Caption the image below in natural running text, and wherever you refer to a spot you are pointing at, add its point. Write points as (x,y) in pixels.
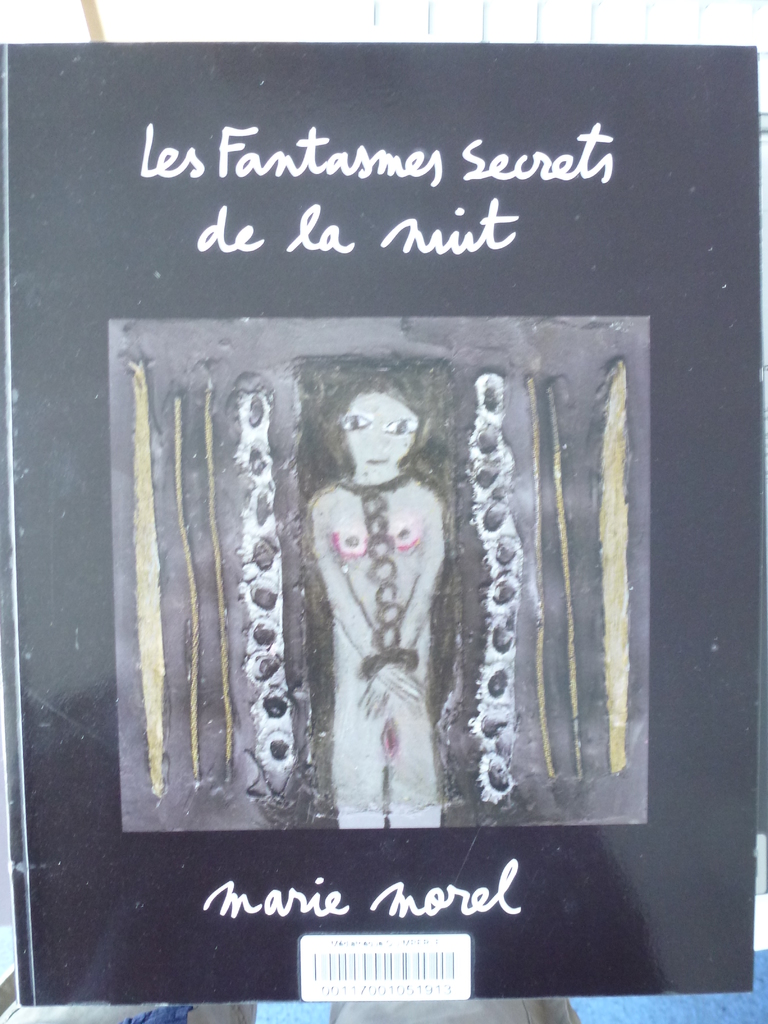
In this image there is a poster (541,245). On the poster (152,400) there are images (363,577) and text (315,173). At the bottom of the poster (165,937) there is a bar code (342,960).
